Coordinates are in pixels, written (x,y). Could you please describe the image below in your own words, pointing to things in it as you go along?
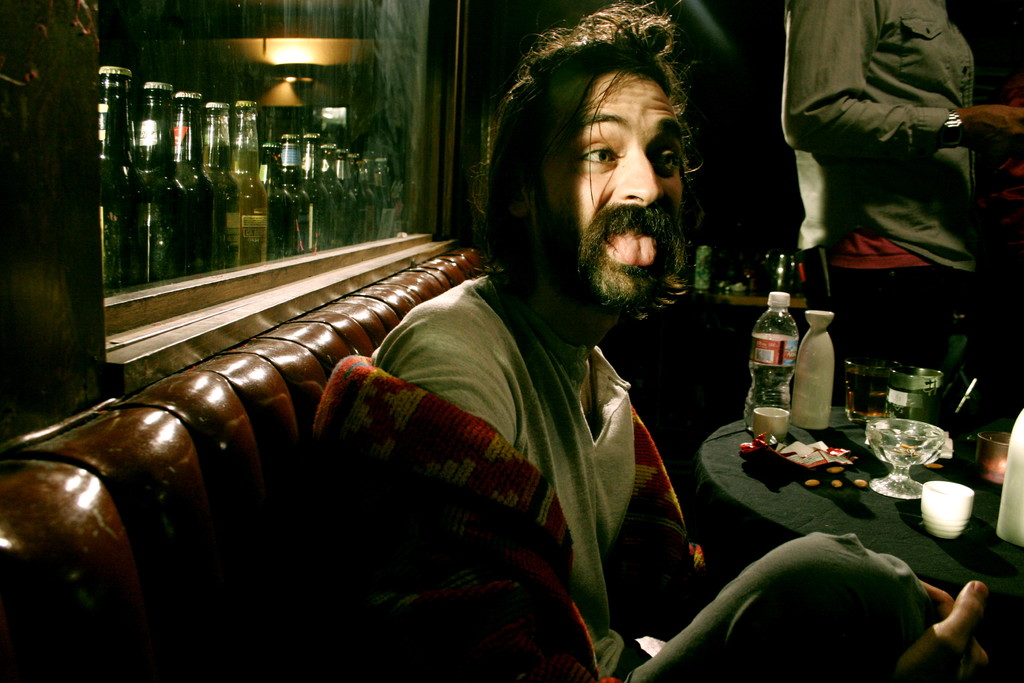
In the middle (536,430) there is a man (538,405) he wear t shirt (546,445) and trouser (821,608), he is sitting on the sofa (245,459). On the left (194,194) there are many bottles (259,196). In the right (877,496) there is a table (846,489) on that table (738,477) there is a bottle (782,365), cup (931,505), glass (887,490) and some other items (911,447). On the right (895,173) there is a person (874,173).
